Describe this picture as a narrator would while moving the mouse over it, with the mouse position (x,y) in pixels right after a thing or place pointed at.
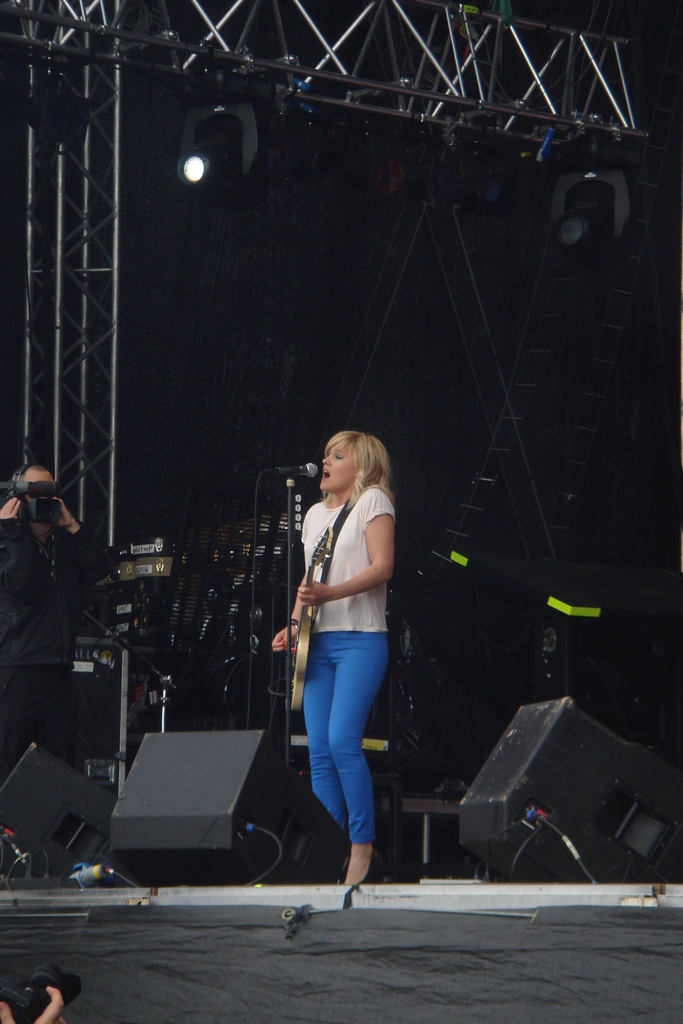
In this image there are speakers (259,789). There is a black carpet (376,985) in the foreground (370,991). There is a girl (390,547) playing guitar (307,609). There is a mike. There is a man (45,592) taking video on the left side (45,678). There are metal objects (612,91) on the top (627,91). There is a light (245,159).
